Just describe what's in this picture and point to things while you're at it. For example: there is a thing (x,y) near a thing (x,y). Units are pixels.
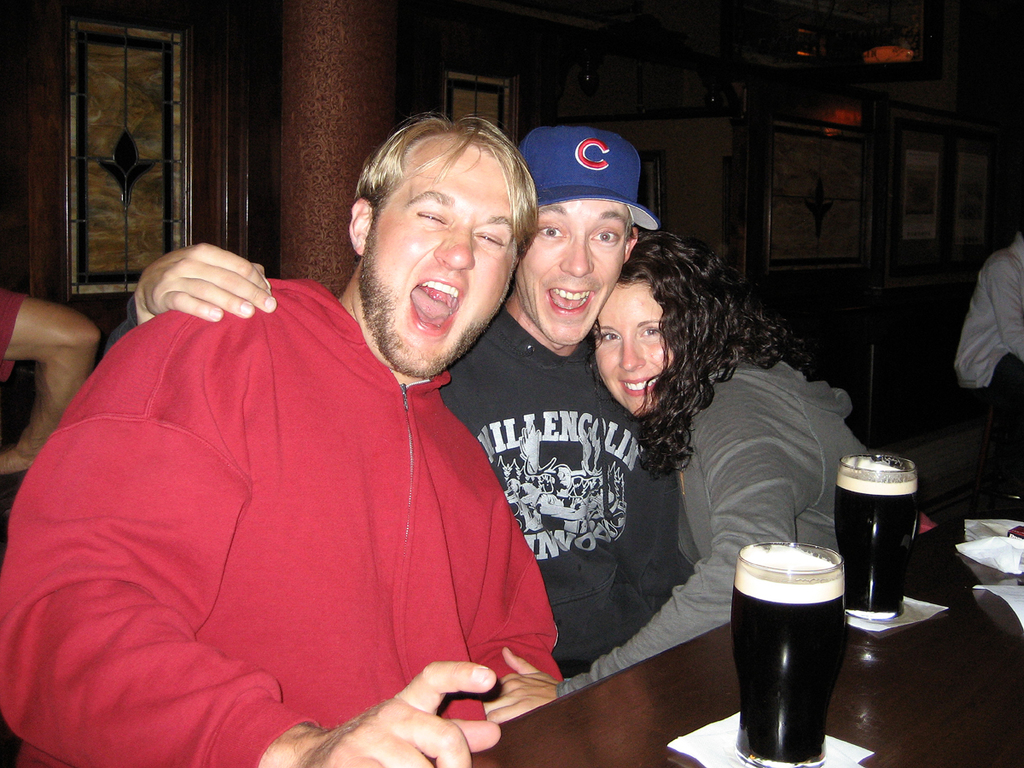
In the center of the image (426,382) we can see three people (600,357) sitting and smiling, before them there is a table (526,745) and we can see glasses (778,702) filled with drink (900,519) and napkins (907,602) placed on the table (954,575). In the background (944,304) there are people (1001,328), pillar (332,165) and a wall (201,101).
